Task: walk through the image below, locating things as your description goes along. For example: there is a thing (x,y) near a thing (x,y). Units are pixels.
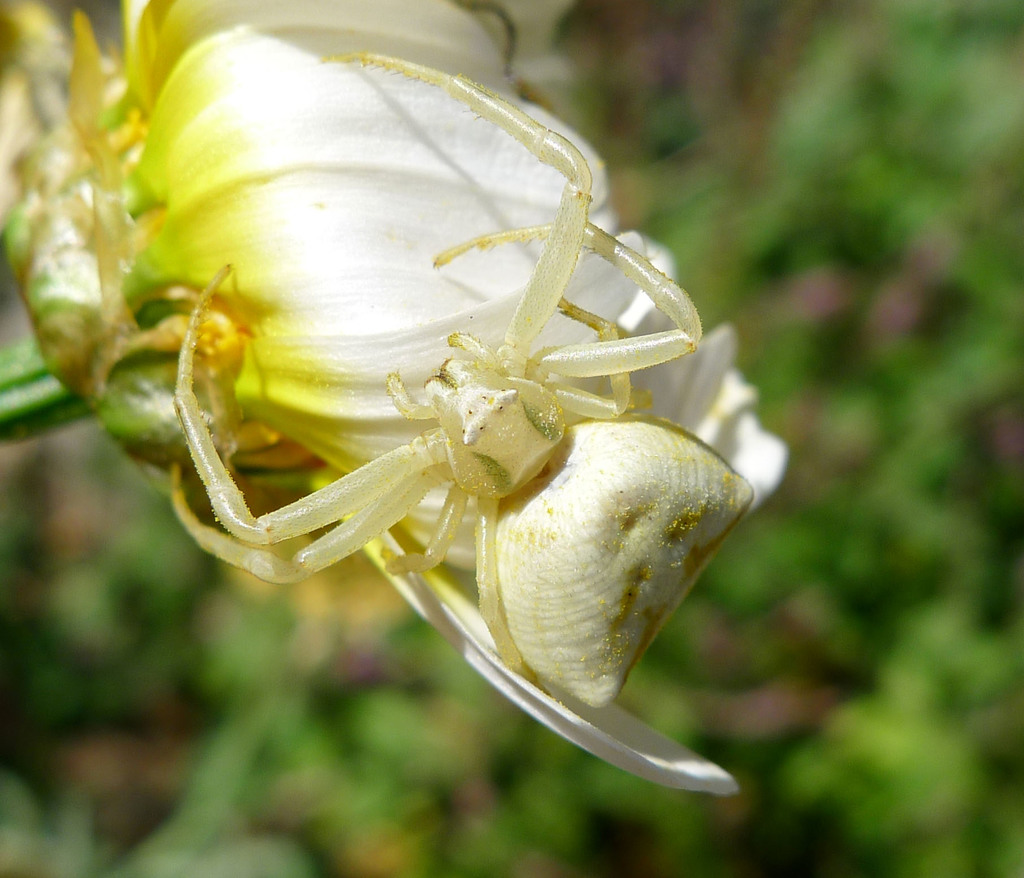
This picture shows a spider (563,368) on the flower (326,392) and we see trees (988,277). The spider (544,394) is white in color.
